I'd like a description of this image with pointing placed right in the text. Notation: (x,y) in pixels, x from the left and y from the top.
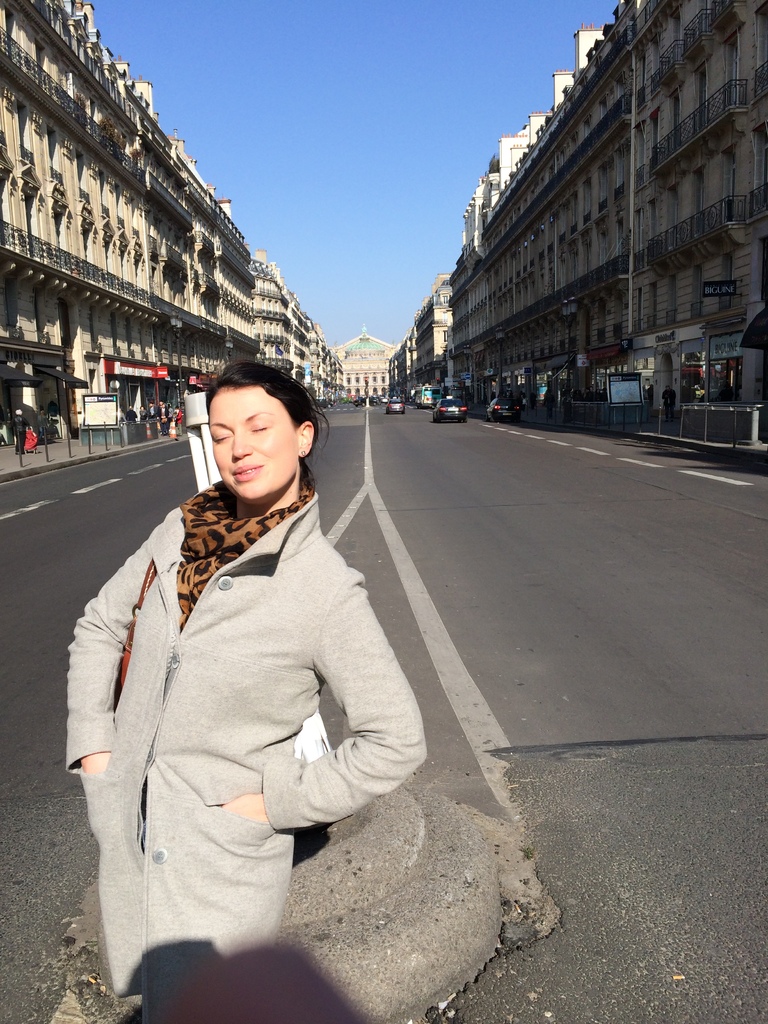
In this image in the front (226,695) there is a woman (209,707) standing and smiling. In the background (259,314) there are buildings (258,314), there are poles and there are cars (444,416) moving on the road (115,522).
